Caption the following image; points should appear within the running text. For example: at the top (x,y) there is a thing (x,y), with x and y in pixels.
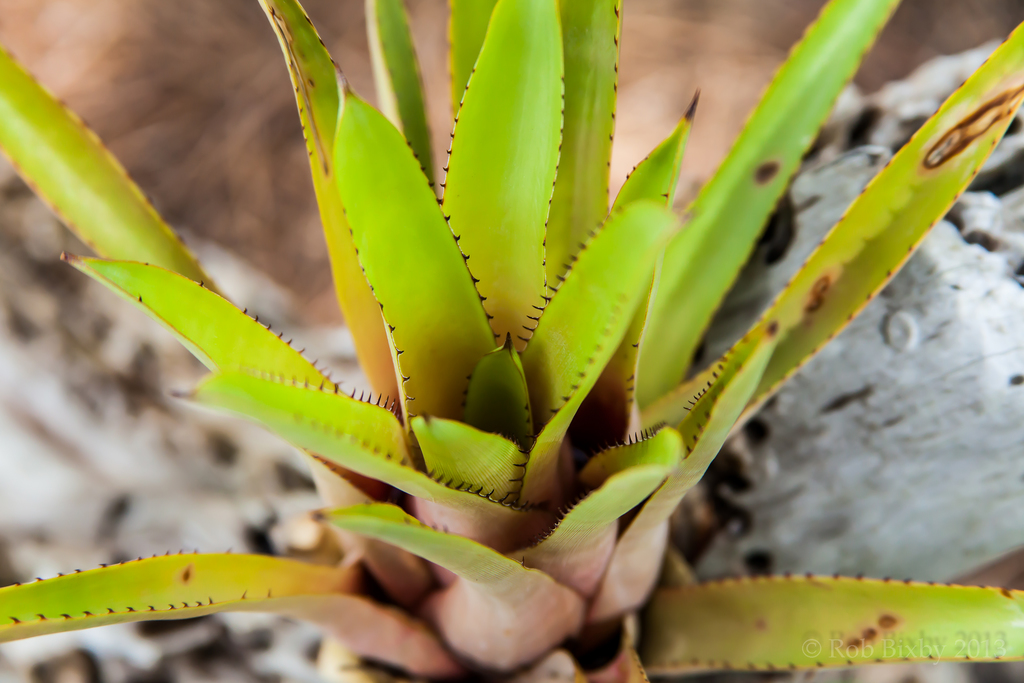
In this image we can see a bromeliad plant (418,307) and the background (669,91) is blurred.
